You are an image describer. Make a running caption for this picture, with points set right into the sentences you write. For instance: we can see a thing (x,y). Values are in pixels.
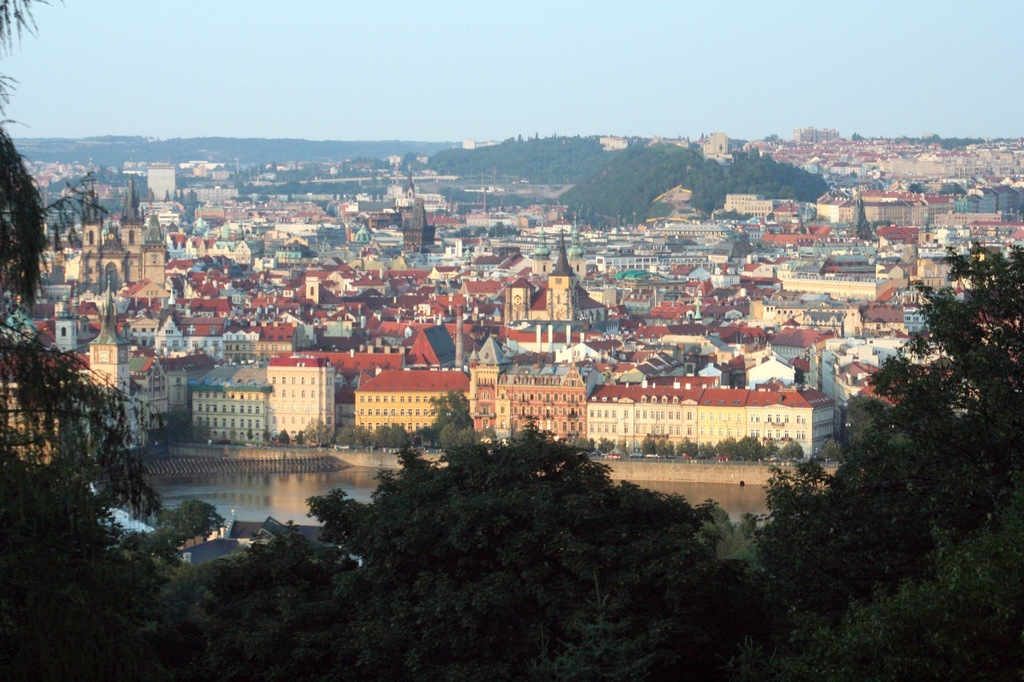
In this picture I can see many buildings (449,367) and trees (709,202). At the bottom (728,485) I can see many trees (552,457) and a river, beside that I can see the buildings (209,423). At the top (542,26) I can see the sky (718,37).
